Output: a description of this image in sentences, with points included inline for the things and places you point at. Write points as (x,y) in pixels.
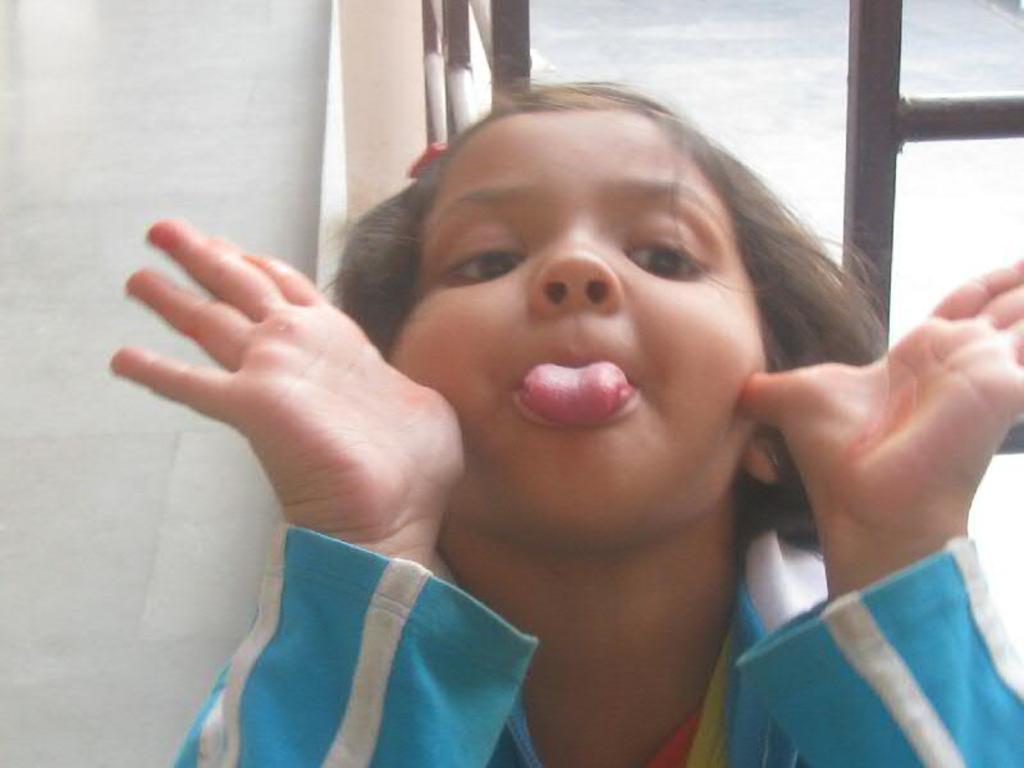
In which image in the center (521,439) there is a girl (534,613). In the background (628,55) there is a window (787,90).
